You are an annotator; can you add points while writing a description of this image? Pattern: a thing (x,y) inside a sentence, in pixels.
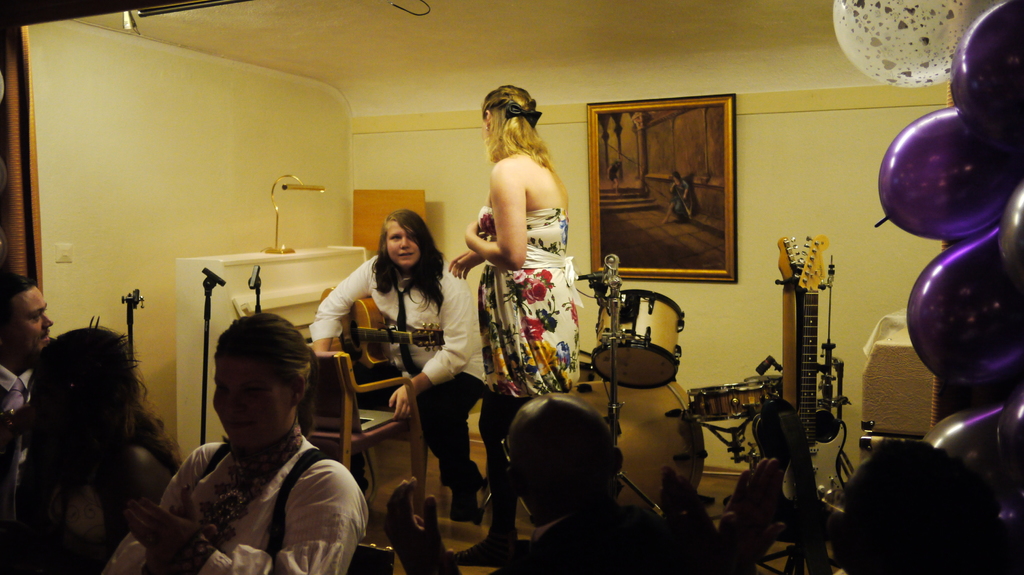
In this picture we can see group of people (453,429), on the right side of the image (789,255) we can find balloons (873,7) and musical instruments (664,441), in the background (734,311) we can see a frame (715,214) on the wall (807,202), in the middle of the image (419,234) we can see a woman (400,241), she is seated on the chair (400,425), in front of her we can see a guitar (400,334).
